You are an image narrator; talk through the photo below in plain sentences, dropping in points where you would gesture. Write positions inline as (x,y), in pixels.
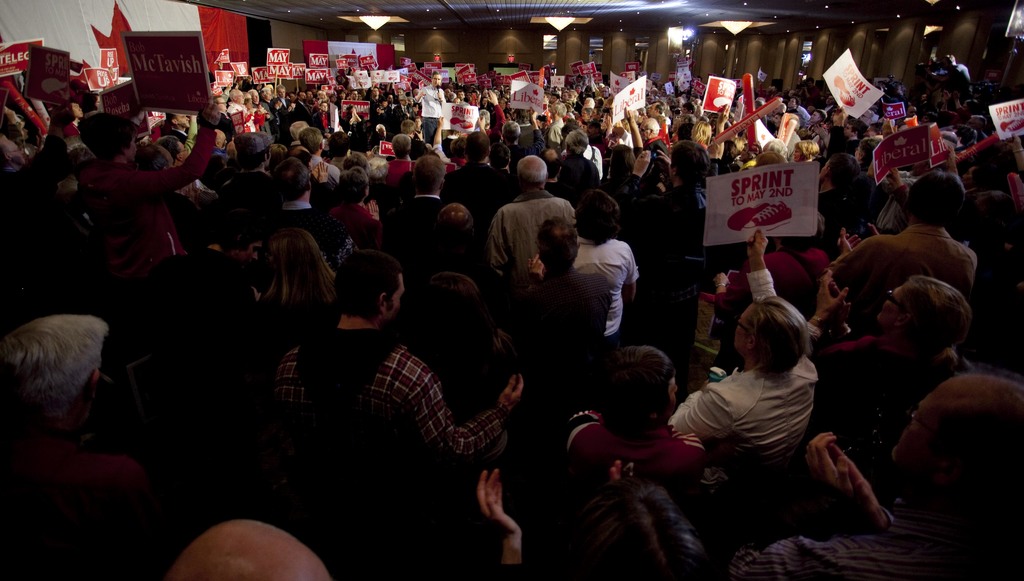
In this image I can see the group of people (446,341) with different color dresses (455,386). I can see few people (70,159) are holding the boards (773,211) and papers (793,218). These boards (336,116) are in red and white color. To the left (103,12) I can see red and white color banner (163,21). In the top (476,19) there are many lights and the ceiling (468,15).
